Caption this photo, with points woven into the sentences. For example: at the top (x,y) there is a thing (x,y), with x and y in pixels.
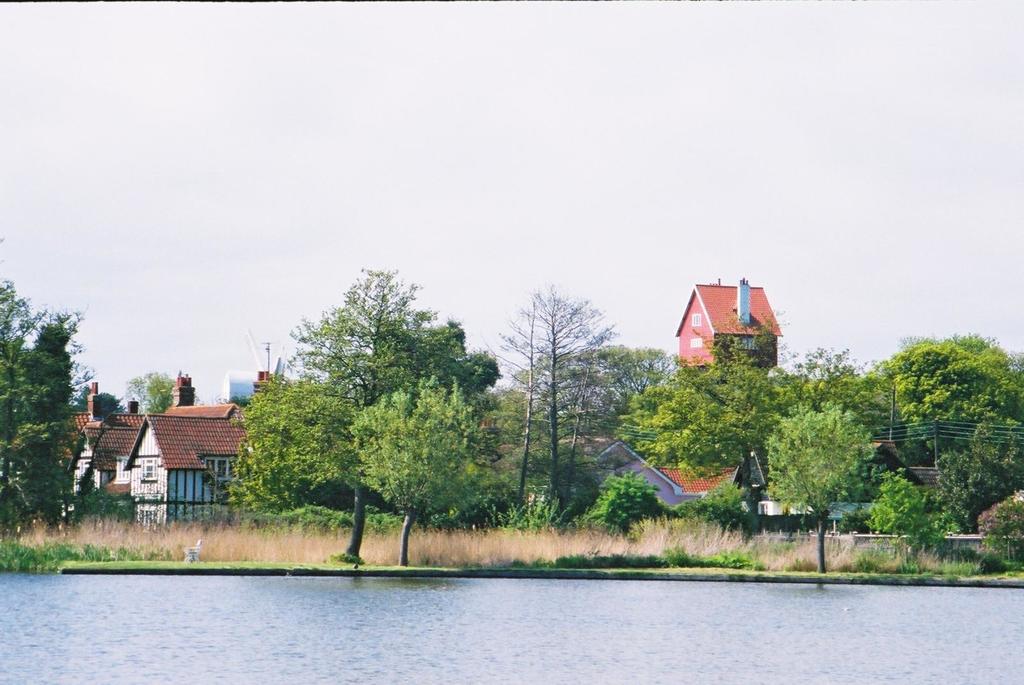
At the bottom of the image (280,593) we can see water (56,578). In the middle of the image (387,315) we can see some trees (344,310) and buildings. At the top of the image (359,9) we can see the sky (453,283).
